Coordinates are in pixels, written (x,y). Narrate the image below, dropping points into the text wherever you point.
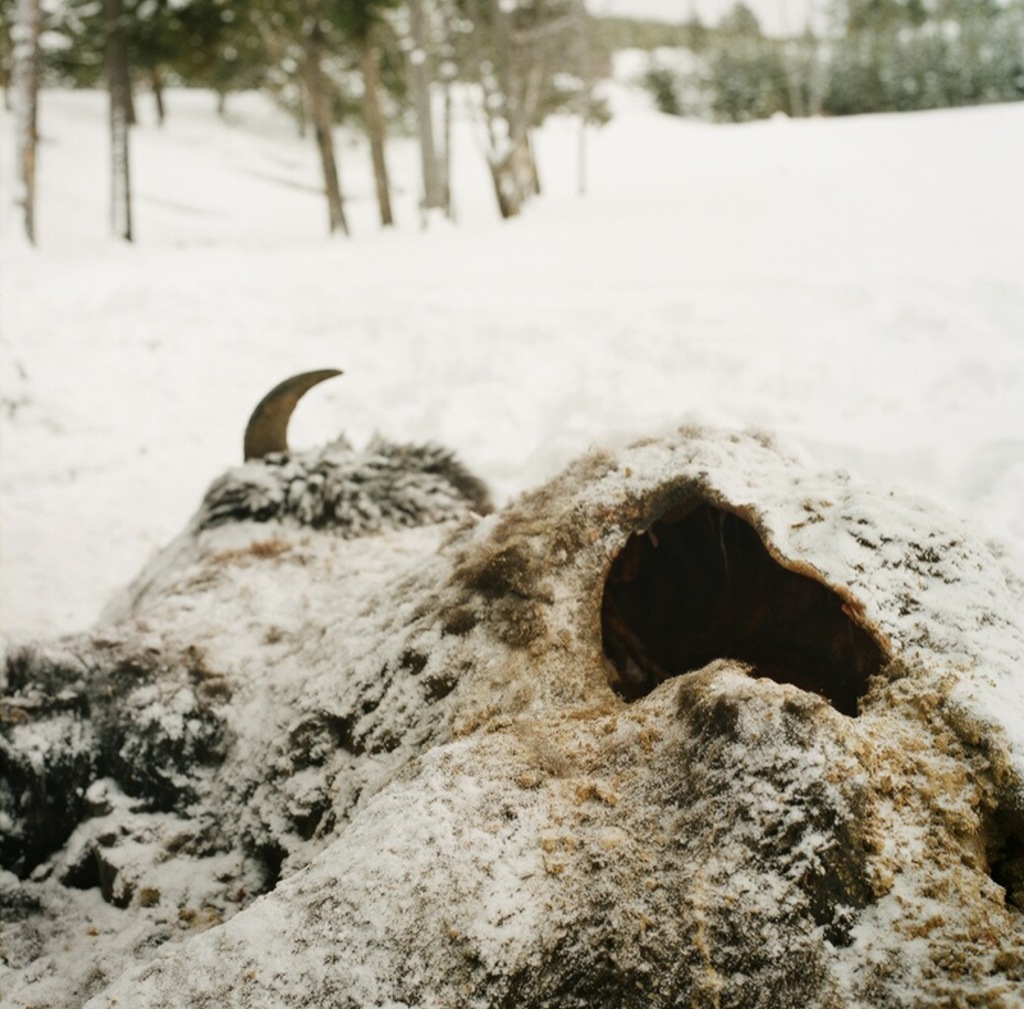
Front portion of the image we can see decomposed animal (648,828). Background (882,200) portion of the image we can see snow (588,200) and trees (606,62).
